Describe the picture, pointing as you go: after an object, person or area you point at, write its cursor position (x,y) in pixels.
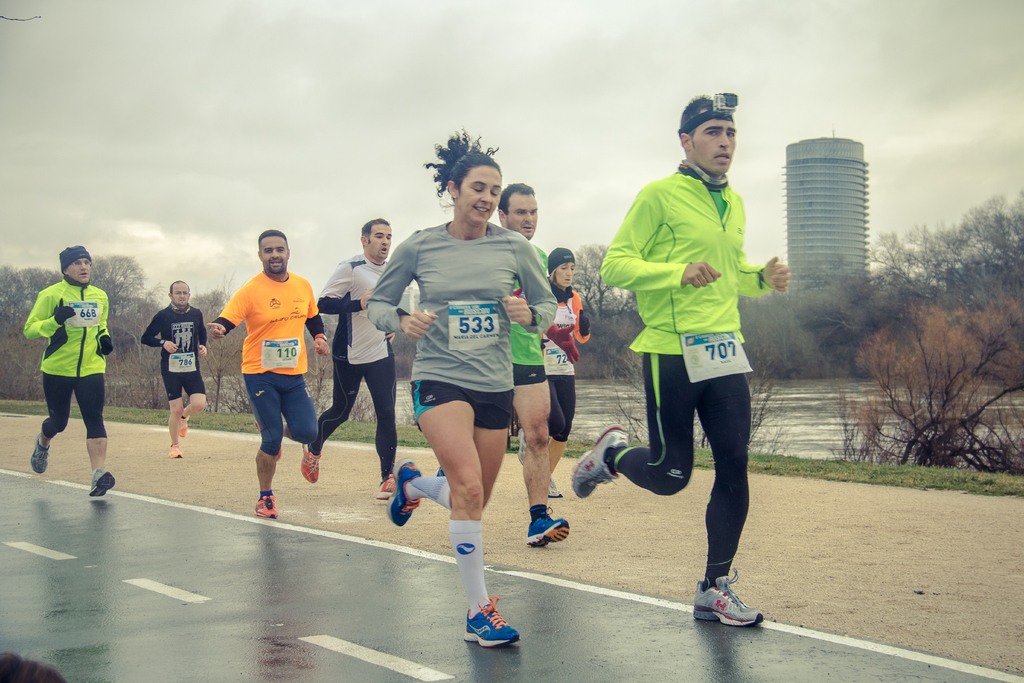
In this image, I can see a group of people (259,477) running on the road (559,637). In the background (145,319), there are trees (835,283), water (819,395), grass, a building (801,263) and the sky (573,130).
